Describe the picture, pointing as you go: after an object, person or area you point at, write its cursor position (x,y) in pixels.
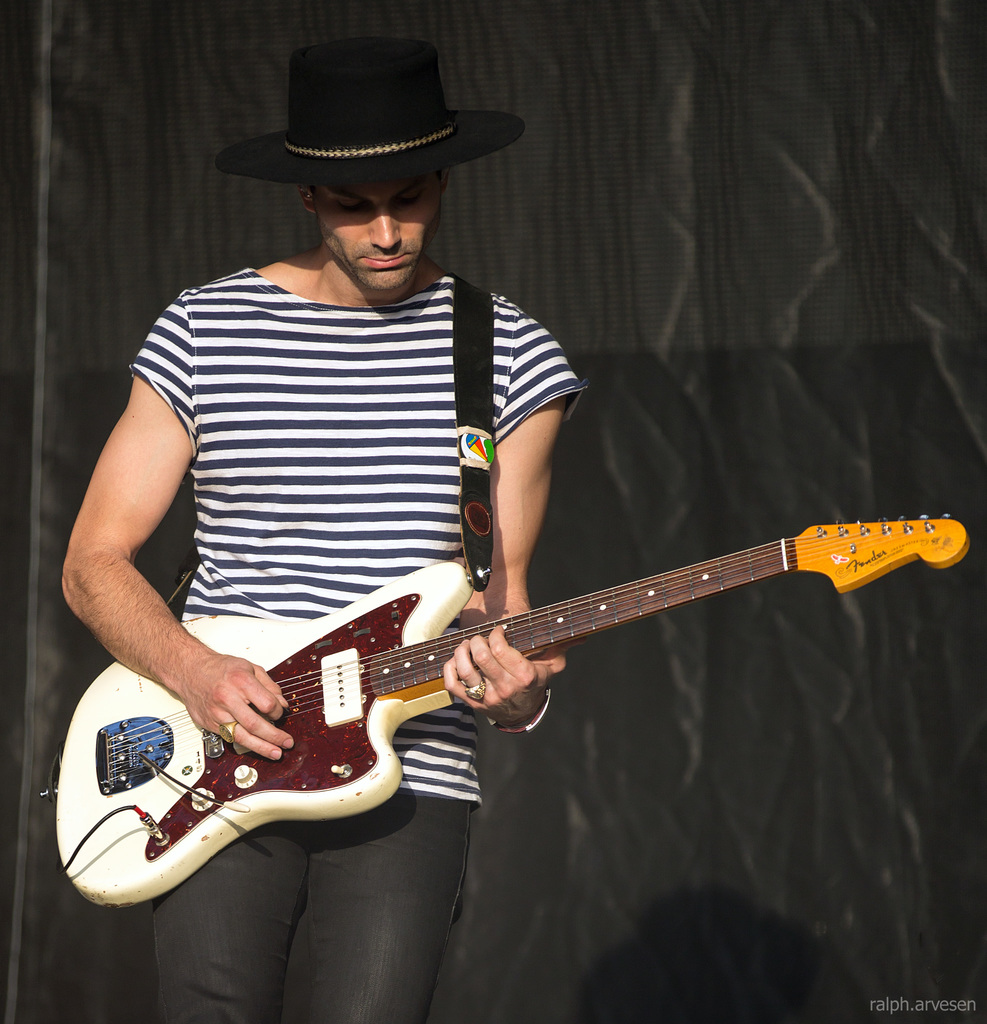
This is a close up image of a man (270,452) standing, wearing clothes (317,464), hat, finger ring (234,725) and the man (241,714) is holding a guitar (218,742) in hand (269,739). Here we can see cable wire (88,836), water mark (929,1000) at right bottom (917,996) and the background (693,343) is dark.
